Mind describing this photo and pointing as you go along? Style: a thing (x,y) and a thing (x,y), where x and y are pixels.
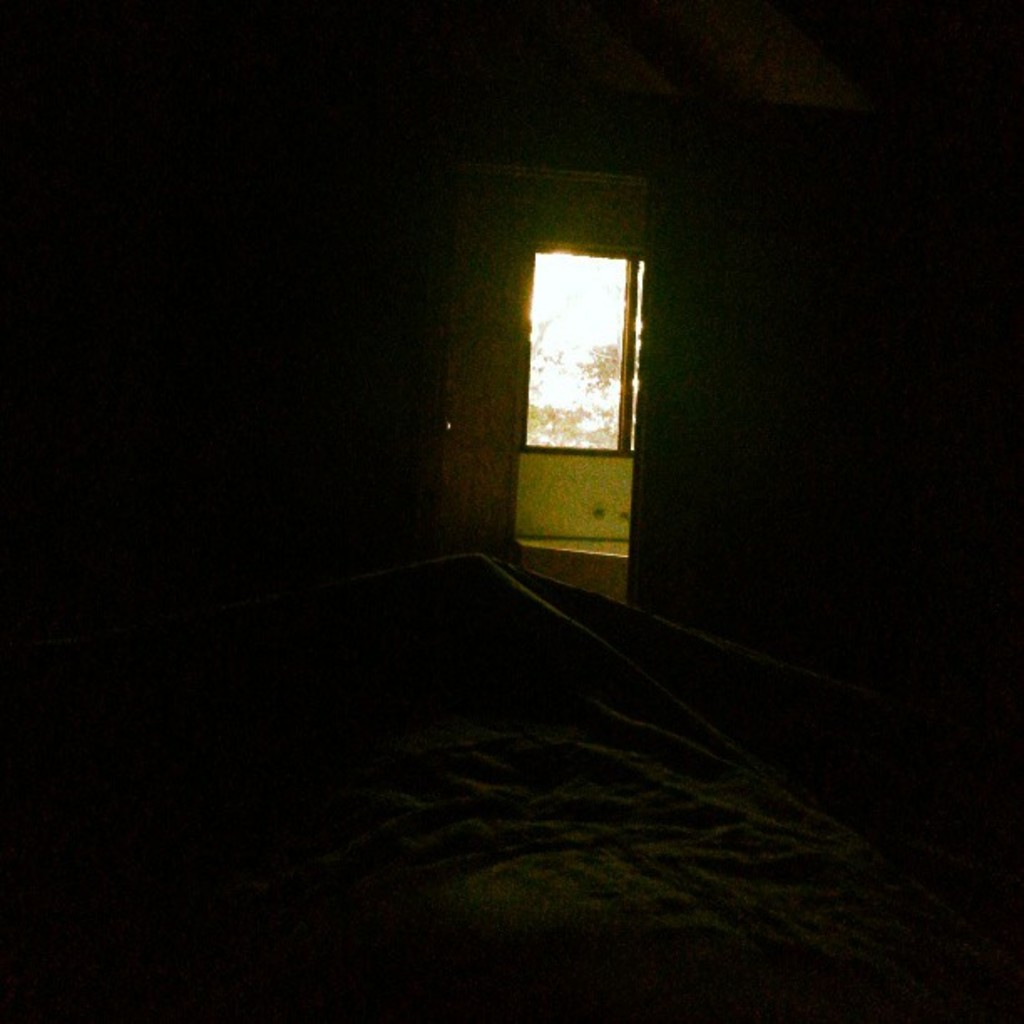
This picture is dark, in this picture we can see cloth (538,578). In the background of the image (561,467) we can see wall (647,358) and glass window (534,431).
